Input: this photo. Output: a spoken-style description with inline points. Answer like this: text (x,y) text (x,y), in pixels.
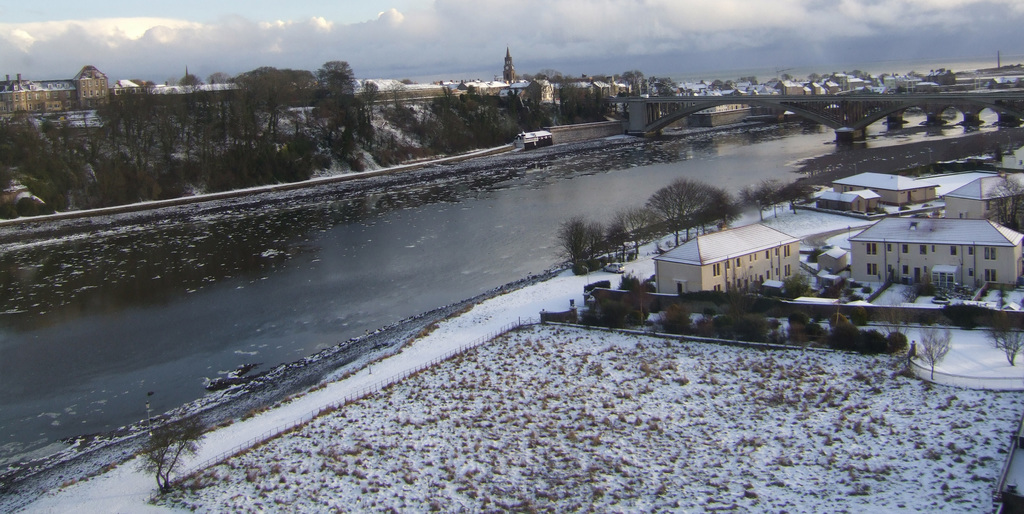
This image is taken from the top where we can see on the right side of the image (690,460), there are trees (596,258), buildings (882,250) and snow (653,466). In the middle (578,219), there is a river (779,130) and a bridge (928,100). In the background (204,76), there are trees (385,108), buildings (71,88), sky (454,71) and the cloud (477,71).
